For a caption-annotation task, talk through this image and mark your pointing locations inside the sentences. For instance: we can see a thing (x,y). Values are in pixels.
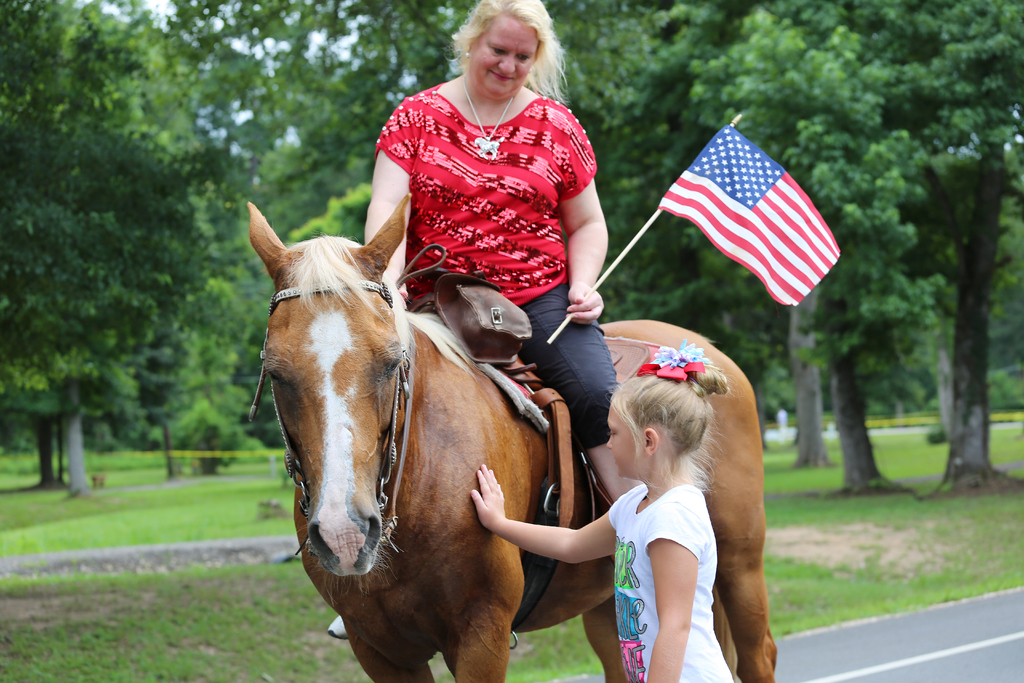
This picture is clicked on a road (935,641). There is a woman (538,222) sitting on a horse (446,349). She is wearing red shirt (547,272) and holding a flag (700,200) in her hand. Beside the horse (506,456) there is a girl (660,525) standing and touching it. In the background (334,45) there is sky (319,44), trees (207,168) and grass (226,626).
